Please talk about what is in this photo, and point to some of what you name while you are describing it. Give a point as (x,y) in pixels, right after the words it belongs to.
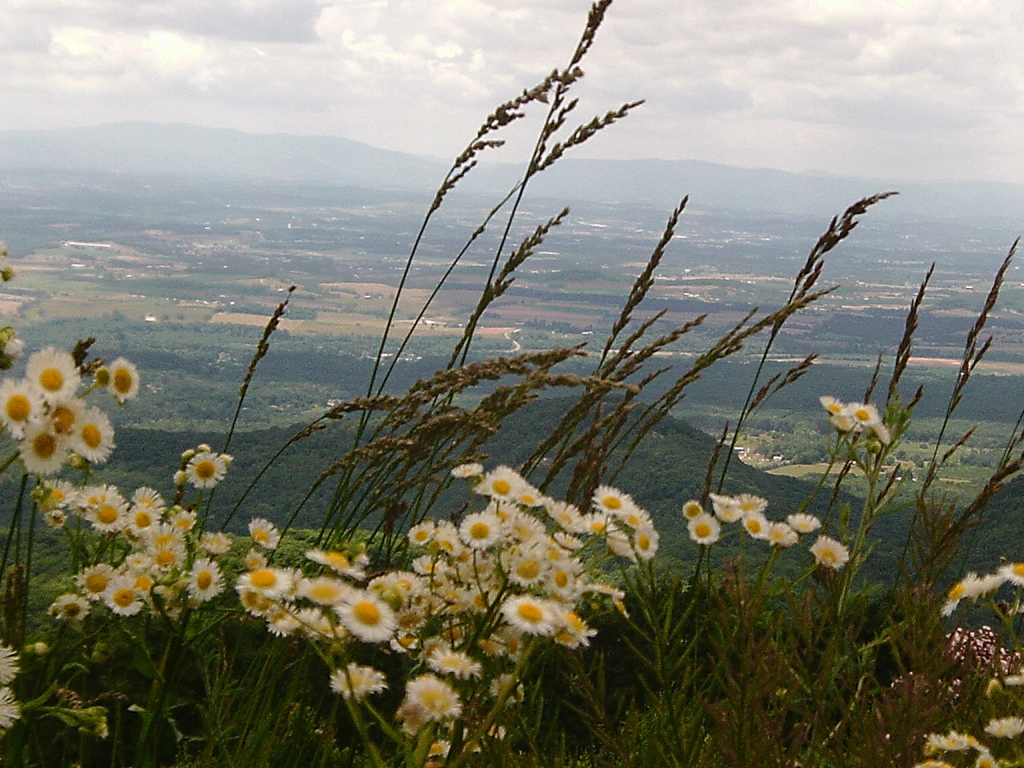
In this image, there is an outside view. In the foreground (93,606), we can see some plants (354,672). There is a sky (493,25) at the top of the image (400,104).
